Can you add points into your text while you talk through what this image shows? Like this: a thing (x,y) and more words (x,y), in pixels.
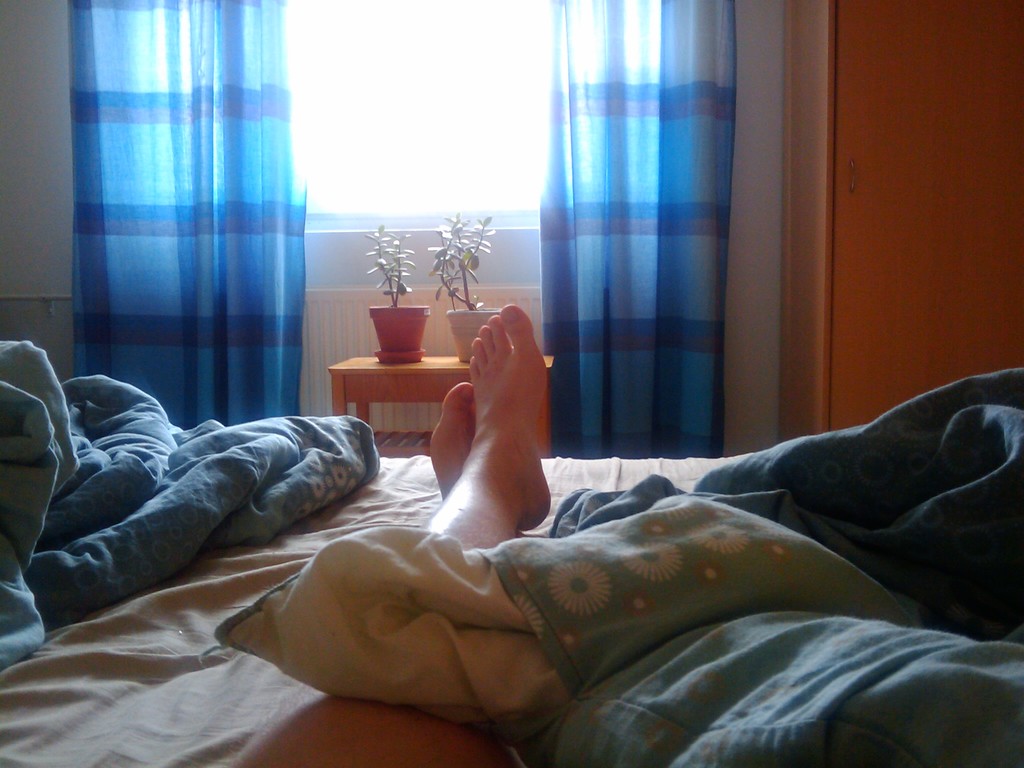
In this picture we can see bed (312,553) on bed (628,733) we have bed sheet (421,508), person's leg (497,401) and in front of this there is table (368,374) and on table (352,371) we can see two flower pots (467,328) with plants (453,254) and in background (98,186) we can see blue color curtains (550,116) to windows (302,98), door (848,120).
